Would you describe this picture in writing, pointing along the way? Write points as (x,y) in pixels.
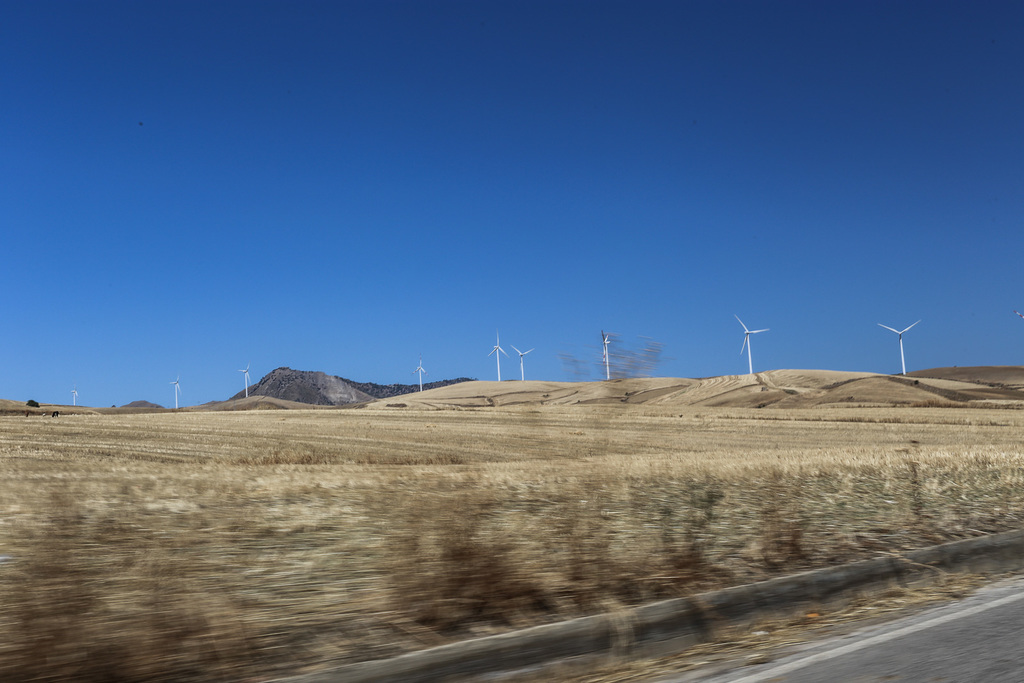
There is a grassy land (431,514) at the bottom of this image (404,571) and there are some turbines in the background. There is a blue sky (426,227) at the top of this image (569,181).
